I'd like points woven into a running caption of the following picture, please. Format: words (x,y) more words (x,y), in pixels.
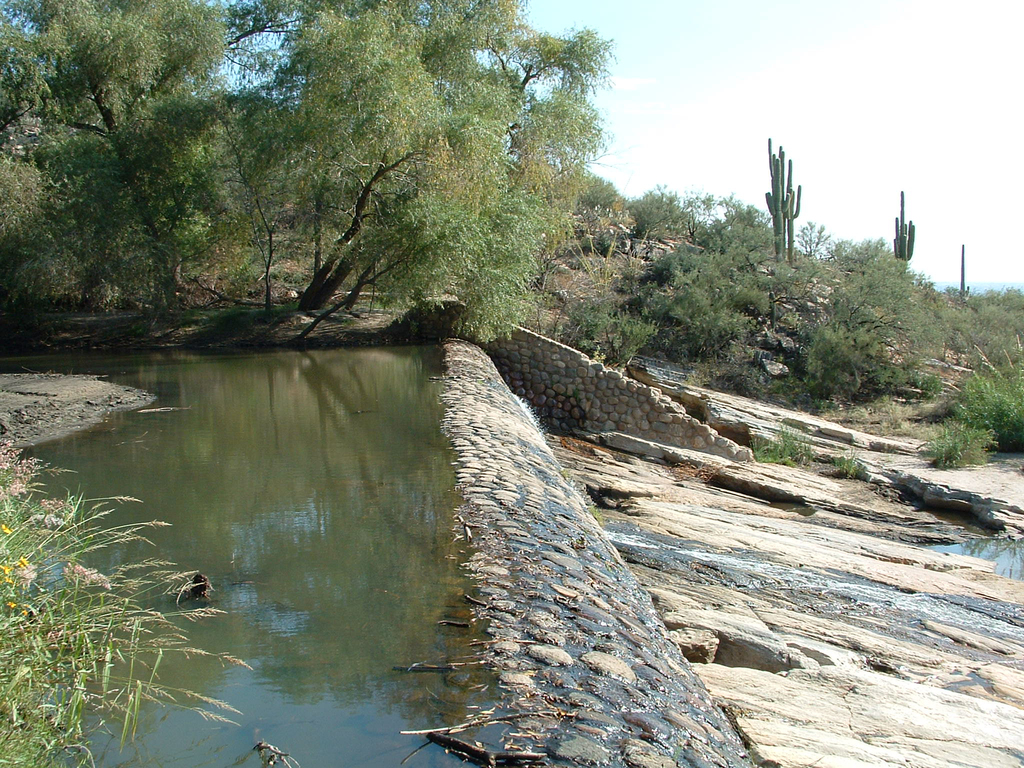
There is water (332,570). Also there are rocks (598,509), plants (59,602), trees (206,133) and cactus plants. In the background (829,97) there is sky (875,93).
